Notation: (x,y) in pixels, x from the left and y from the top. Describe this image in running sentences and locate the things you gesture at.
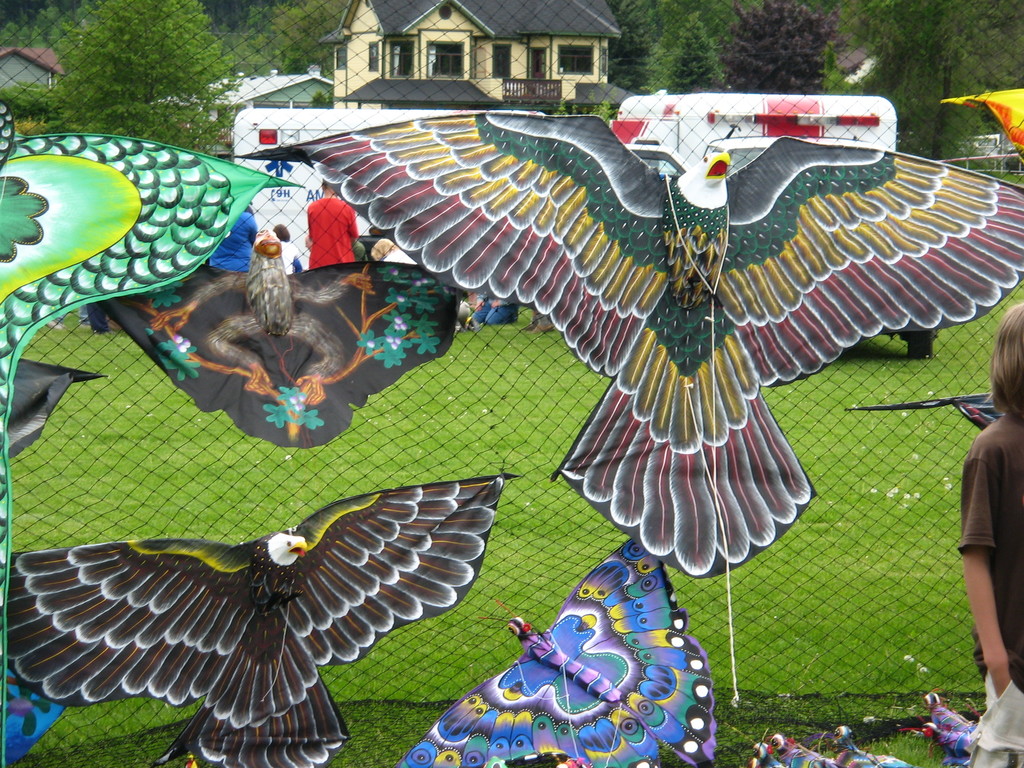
In this picture there is a kid (990,600) standing and we can see kites (728,387) and mesh (515,407), through mesh (528,416) we can see grass (537,354), people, vehicles (836,125), houses (593,83) and trees (759,70).
